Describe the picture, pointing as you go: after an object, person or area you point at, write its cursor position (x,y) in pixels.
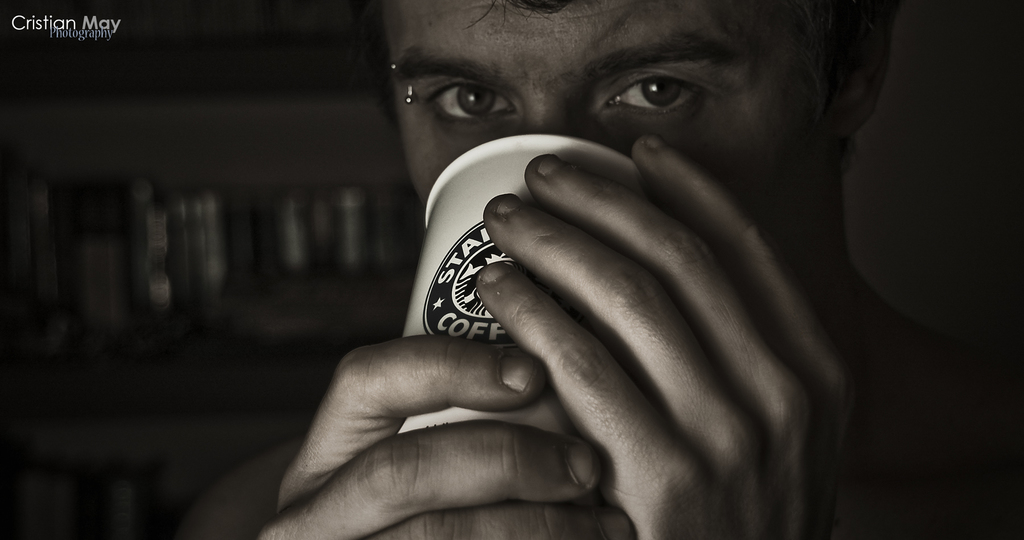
In the image there is a person (604,48) holding the cup (466,203) in the hand (544,439). And on the cup (460,288) there is a logo (460,288) and something is written on it. Behind the person (497,226) there is a blur image. In the top left corner of the image (52,28) there is a name (32,26).
